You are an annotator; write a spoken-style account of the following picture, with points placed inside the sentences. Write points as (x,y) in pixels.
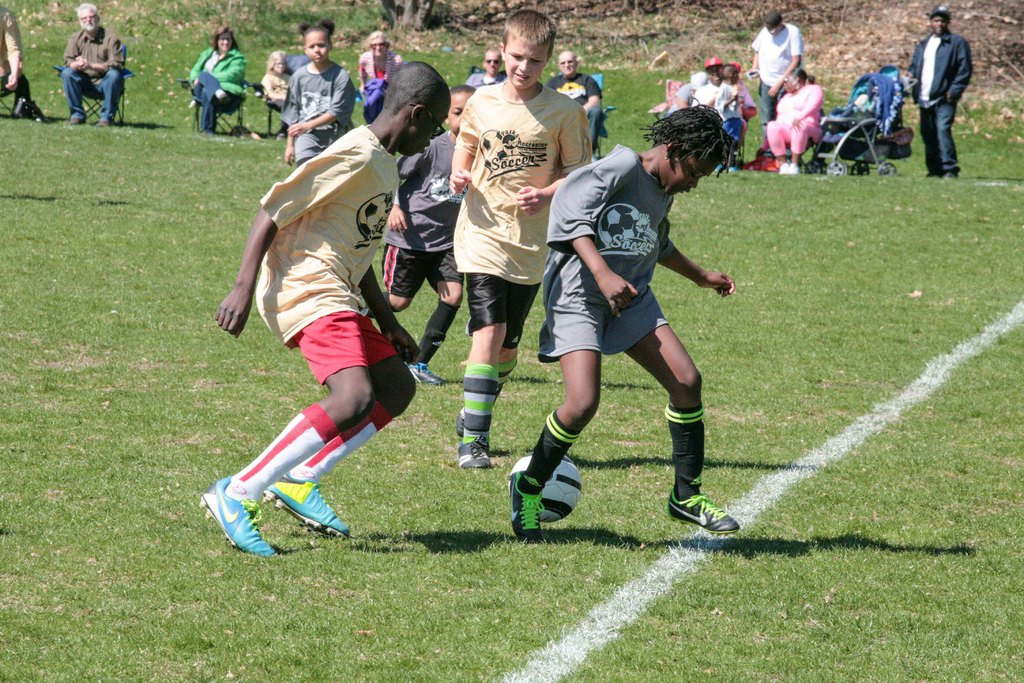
This is a picture of a playground (489,567). In the center of the image (650,254) there are kids (527,315) playing football. In the background (11,26) there are people (559,86) sitting in chairs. This is a grass court (219,364). On top right there is a cart (853,122).
